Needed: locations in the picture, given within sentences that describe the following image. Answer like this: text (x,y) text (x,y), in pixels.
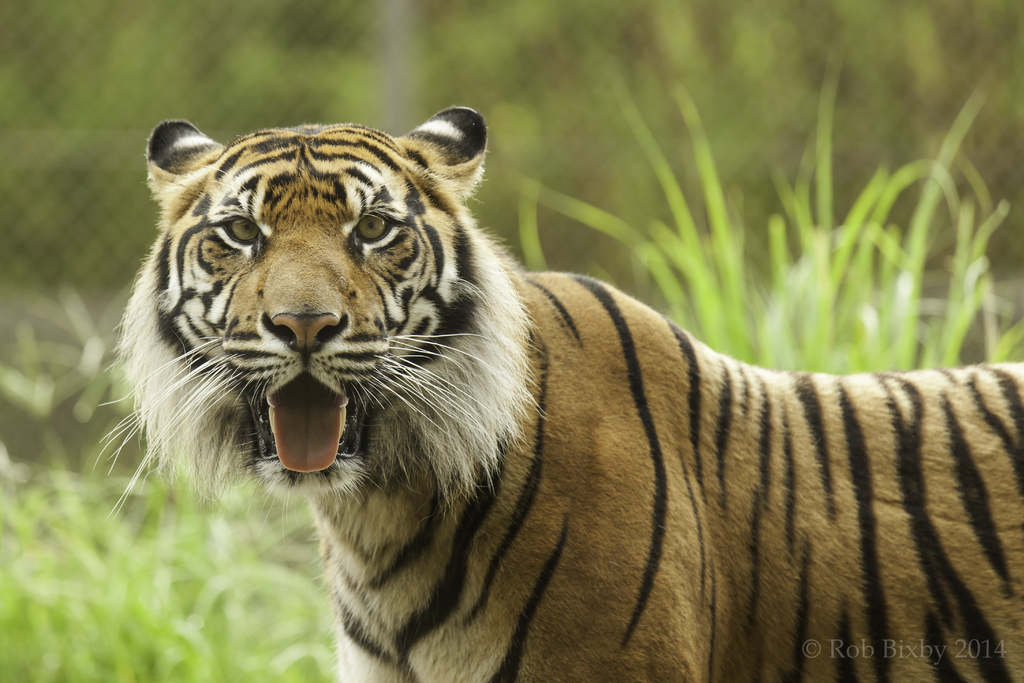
In this image I can see a tiger (234,434) in the front (185,459). There is grass (868,299) and fence (57,243) at the back (116,148).
